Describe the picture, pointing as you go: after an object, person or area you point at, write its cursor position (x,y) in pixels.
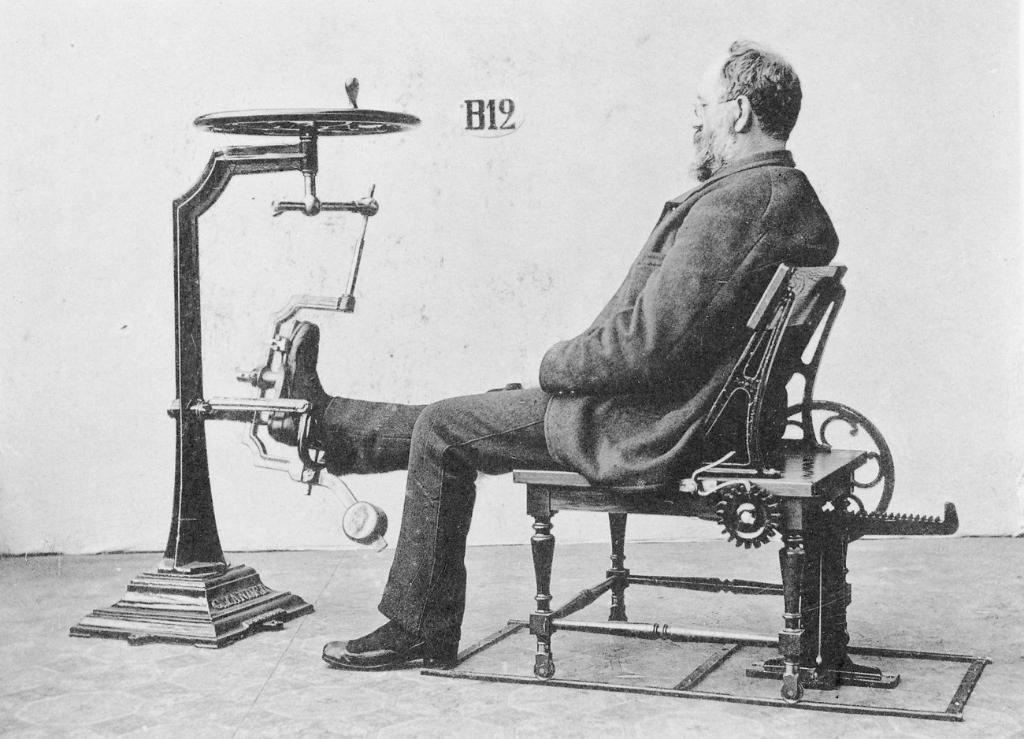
As we can see in the image there is a white color wall (546,302) and a man (671,296) sitting on chair (542,500).
